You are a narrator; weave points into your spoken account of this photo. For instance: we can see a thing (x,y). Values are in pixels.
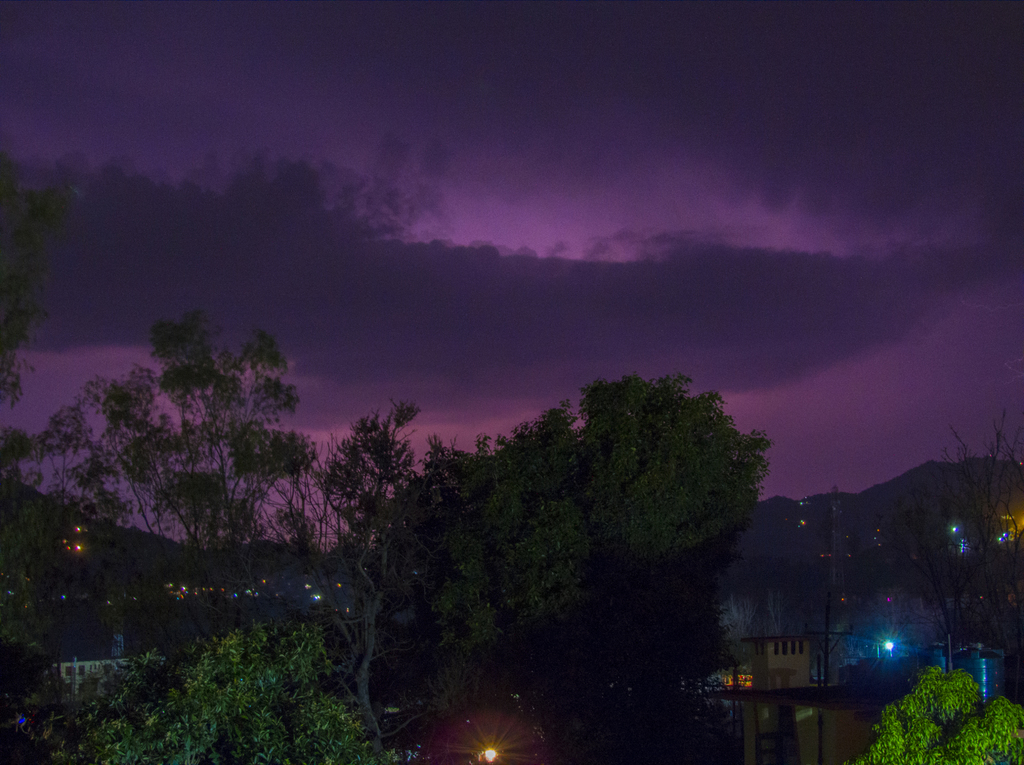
In this picture I can see few trees (475,629) and lights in the middle (635,500), in the bottom right hand side (798,745) it looks like a house (803,714), at the top (462,219) I can see the sky (470,366).
